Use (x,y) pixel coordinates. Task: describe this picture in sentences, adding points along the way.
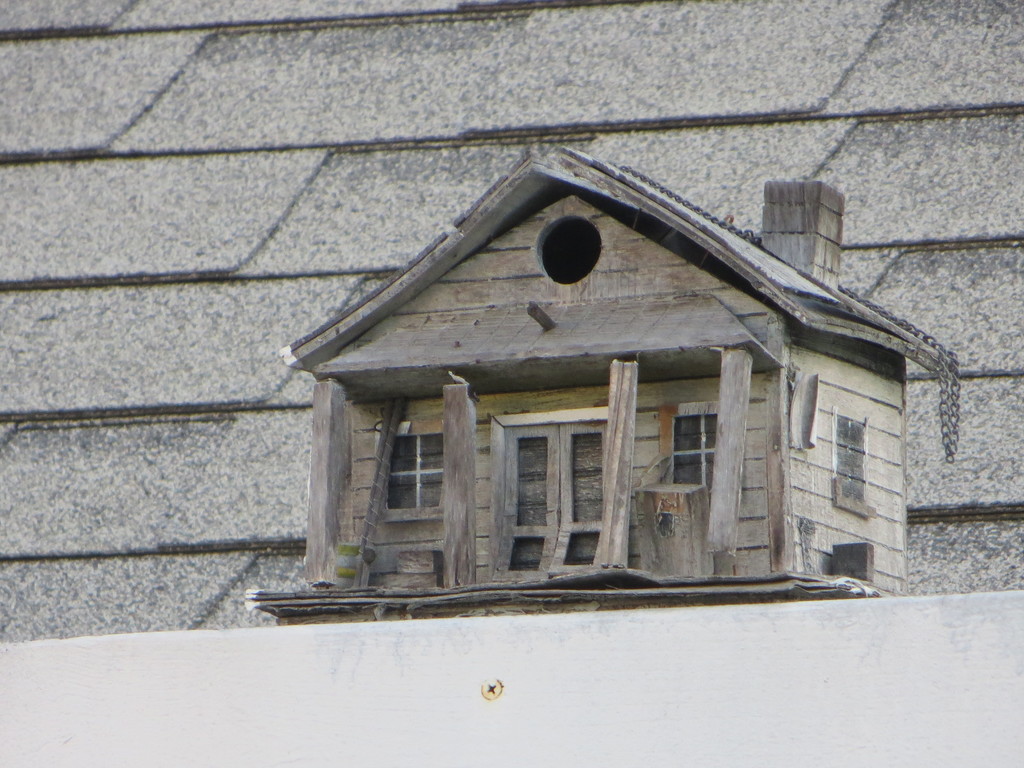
In this image I can see a wooden house (744,485) and a wall (100,463). This image is taken, may be during a day.
